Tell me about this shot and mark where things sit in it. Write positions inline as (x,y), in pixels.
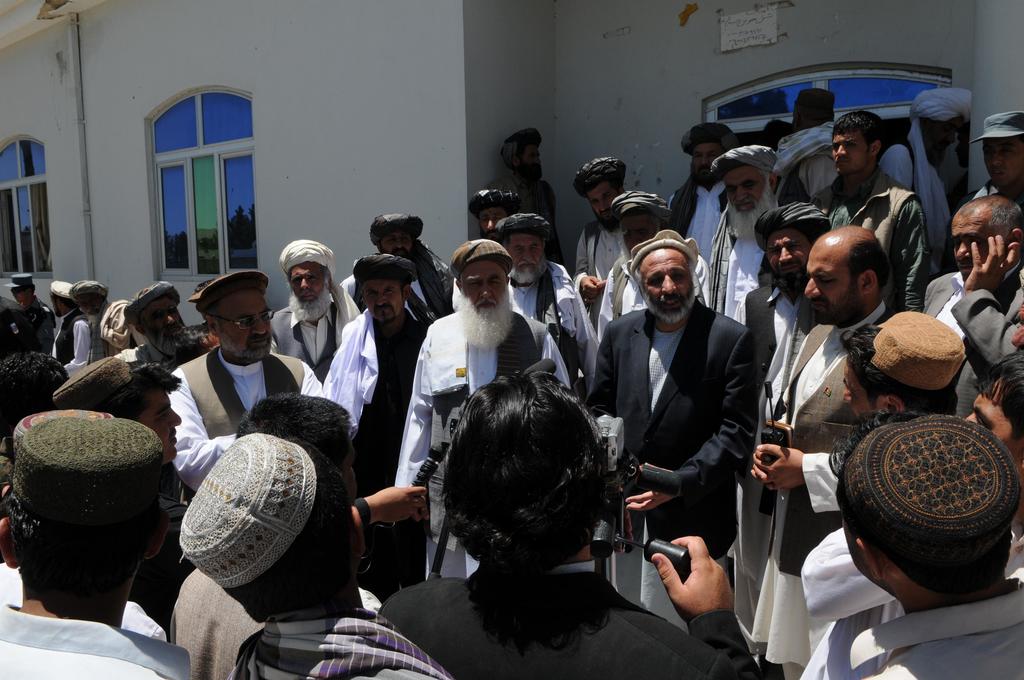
In this image we can see many people (351,604) and few people (538,577) holding objects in their hands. There is a building (437,97) and it is having few windows (185,185) to it.
